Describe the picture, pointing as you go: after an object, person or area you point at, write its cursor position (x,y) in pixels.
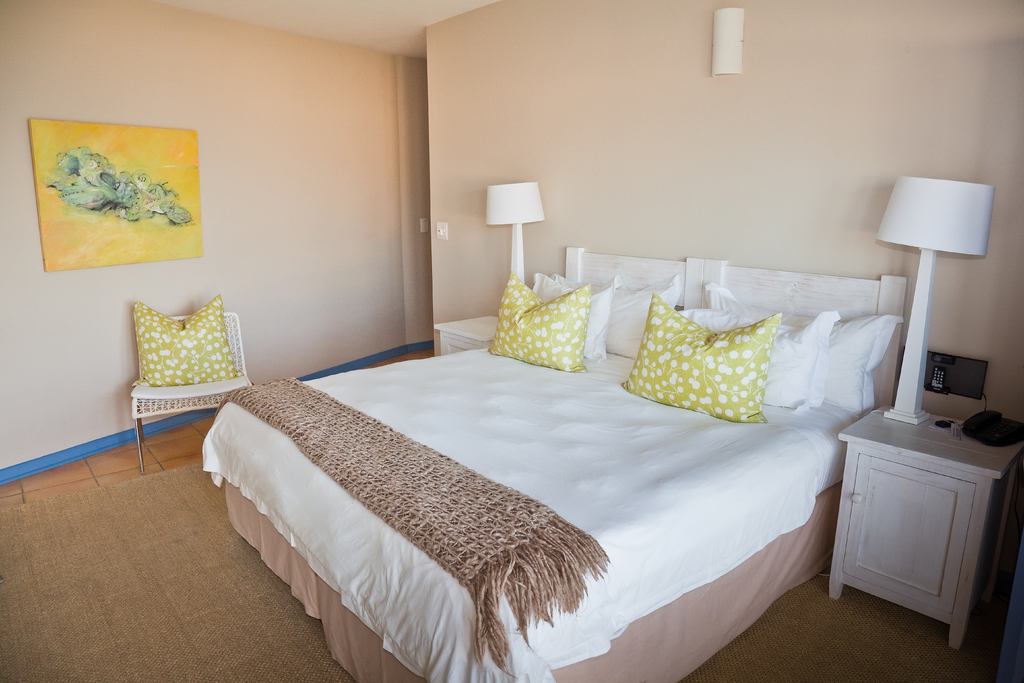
In this picture we can see a bed (679,445), pillows (738,349), chair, cupboards (904,489), lamps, telephone (990,415), and clothes (404,544). In the background (461,190) we can see wall (742,169) and a frame (149,173).
